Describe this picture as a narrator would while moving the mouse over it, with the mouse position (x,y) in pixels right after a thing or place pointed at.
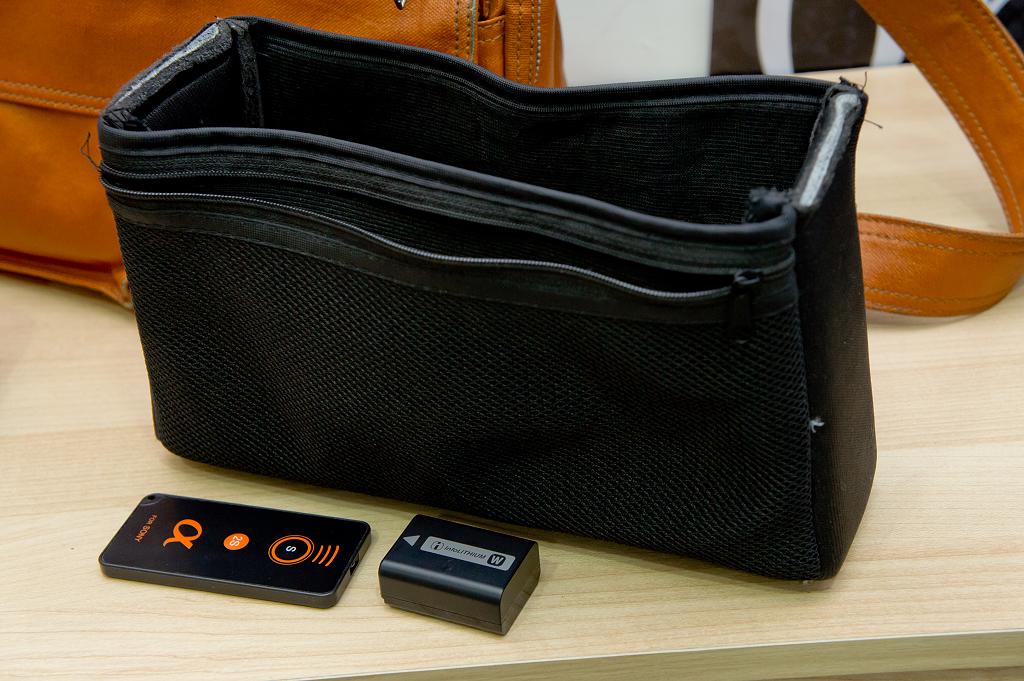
In the center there is a table (217,609), on table (216,596) there is a bag (549,315), remote (236,570), battery (439,571) and handbag (153,37) which is in orange color.
